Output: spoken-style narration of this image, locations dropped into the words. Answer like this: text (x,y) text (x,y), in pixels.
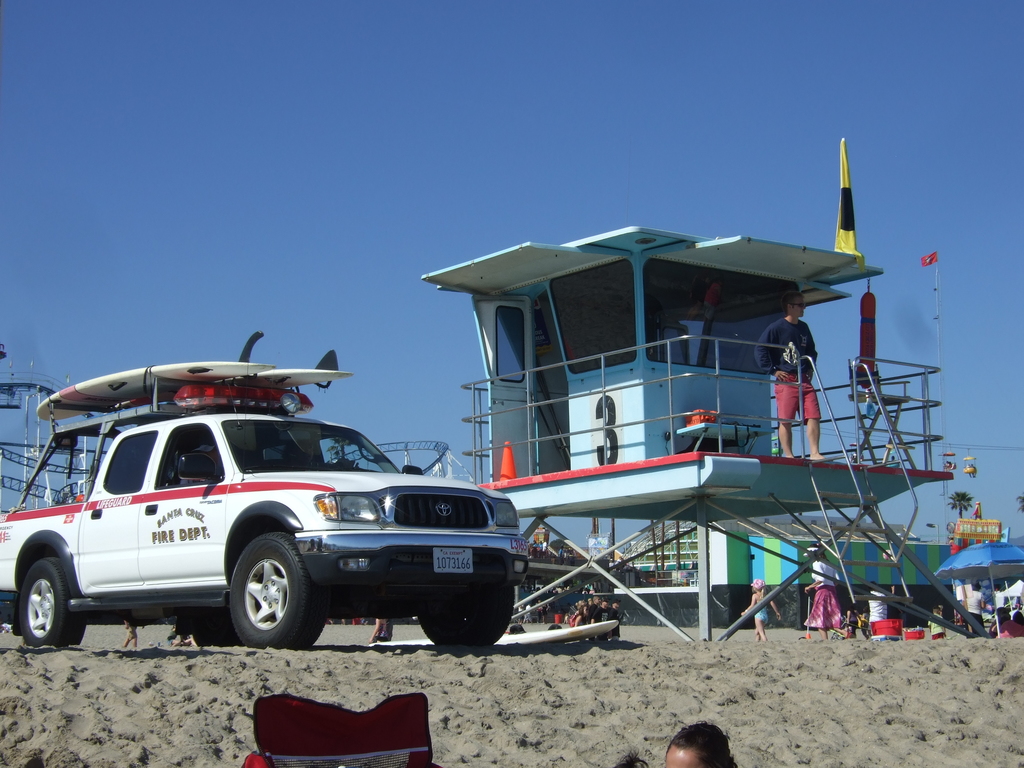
In this image in the center (401,489) there is a vehicle (295,526) which is white in colour with some text (195,527) written on it. In the background (971,571) there are tents (959,579) and there are persons (549,556) standing and walking, there are trees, there are stands (979,517) and there are flags (843,225). In the front (369,746) there are objects (333,732) which are visible.
